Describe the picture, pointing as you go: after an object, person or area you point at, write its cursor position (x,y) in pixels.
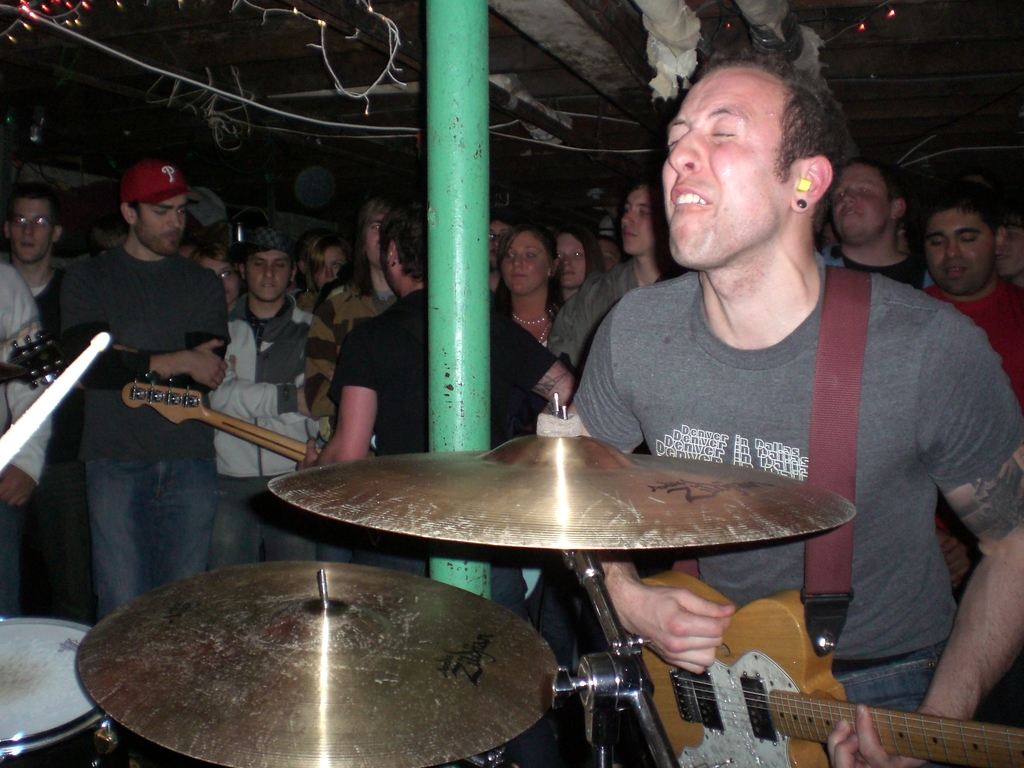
In the foreground of this picture (572,577), there are drums (596,481) and a man (789,293) playing a guitar (811,706). In the background (222,413), there are few persons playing guitar (56,354) and the crowd (196,229) is watching them. On the top (349,31), there are lights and the ceiling (161,76).
